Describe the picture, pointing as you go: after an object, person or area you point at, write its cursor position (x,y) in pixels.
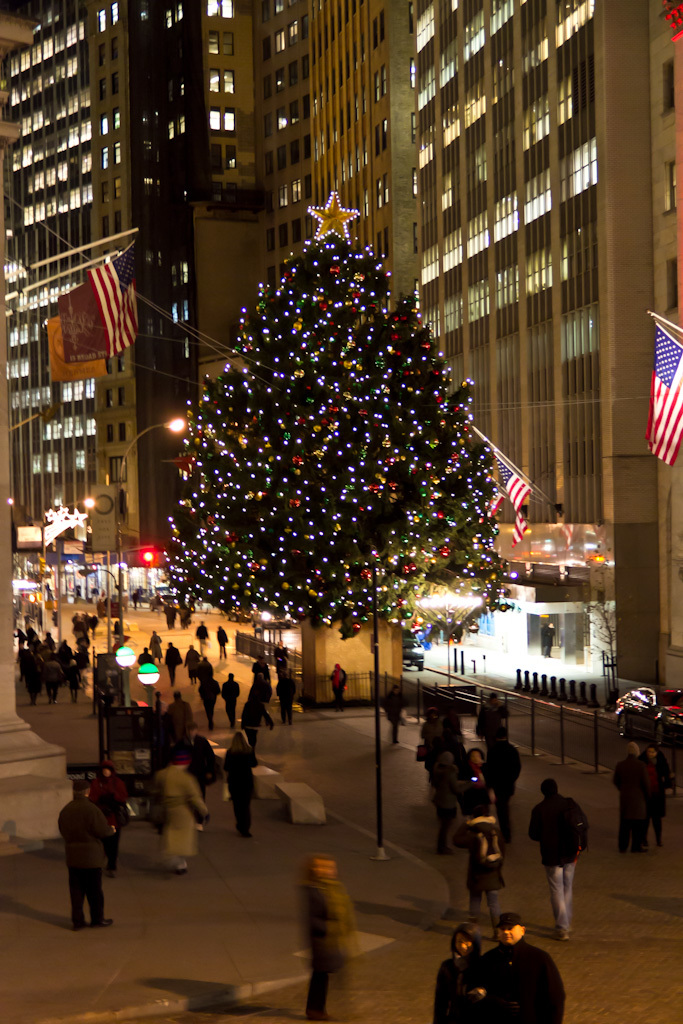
In the middle of this image (347,559), there is a Christmas tree (345,319) arranged on the road (389,856), on which there are persons (92,814). On the left side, there is a flag (122,311) attached to a pole (127,234). On the right side (667,404), there is another flag (667,339) attached to another pole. In the background (613,150), there are buildings (528,20) which are having lights (36,129).
